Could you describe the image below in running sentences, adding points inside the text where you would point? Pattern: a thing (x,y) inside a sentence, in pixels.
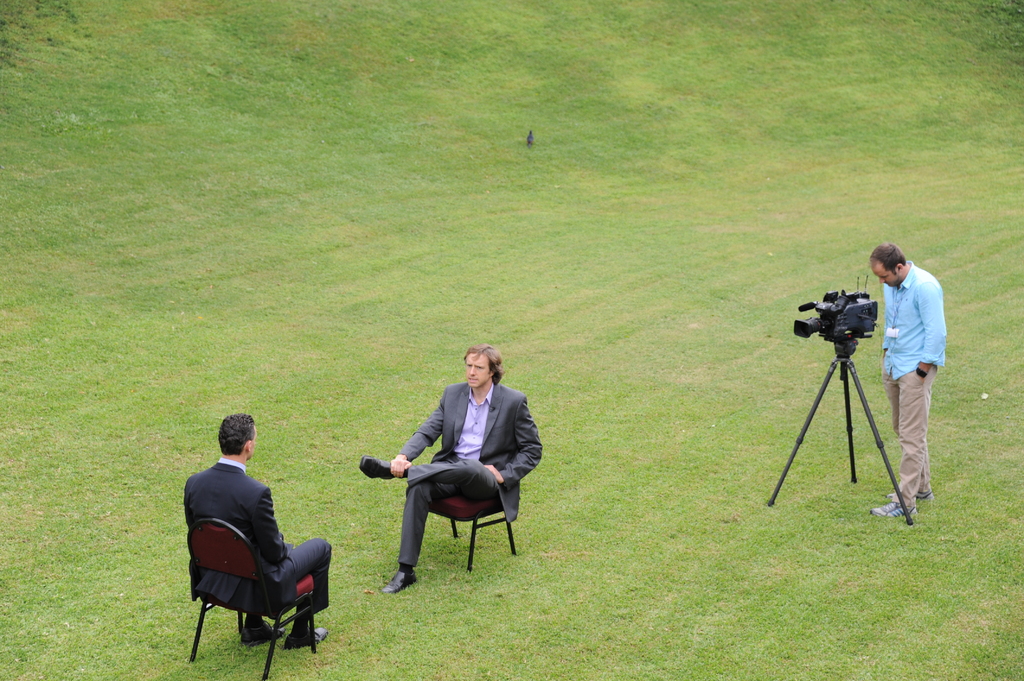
In this picture here we see 2 people (264,522) who are sitting on chairs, one in front of the other, looks like an interview is going on. In the right (927,336) we have another person (907,340) who is behind a camera (858,331) and he is looking into the camera (857,296). The back part is ground (574,369). It looks like an open area (384,402).
